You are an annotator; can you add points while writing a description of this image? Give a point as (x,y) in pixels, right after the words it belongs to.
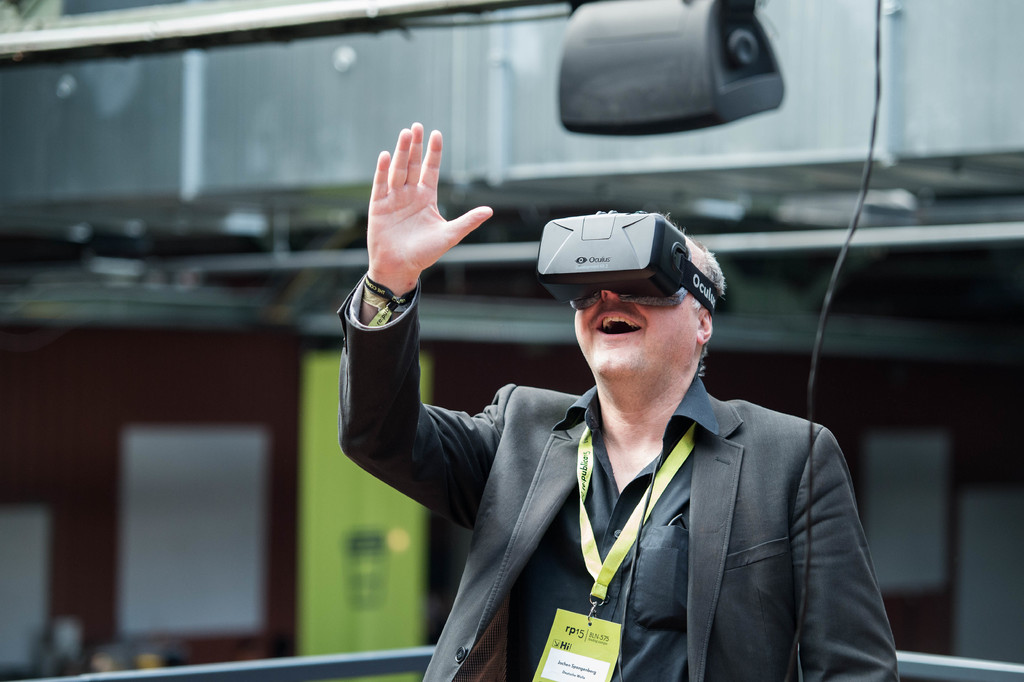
In this image we can see a person (512,551) wearing black color suit (520,540), green color ID card (586,524) and some box (615,273) to his head (675,331) which is of black color and in the background of the image (360,541) there is green color sheet (347,552).
